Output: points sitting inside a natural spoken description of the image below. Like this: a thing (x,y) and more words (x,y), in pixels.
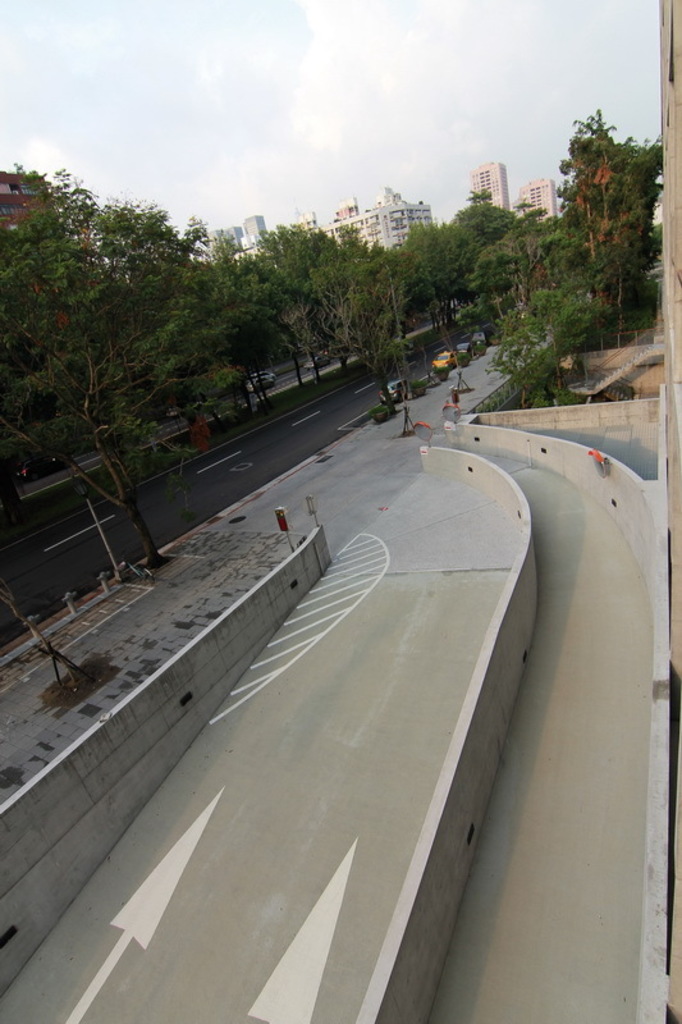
In this image I can see trees (272,282), fence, fleets (253,384) of vehicles (450,361) on the road (164,492), buildings (504,190) and the sky (301,184). This image is taken may be on the road (287,678).
